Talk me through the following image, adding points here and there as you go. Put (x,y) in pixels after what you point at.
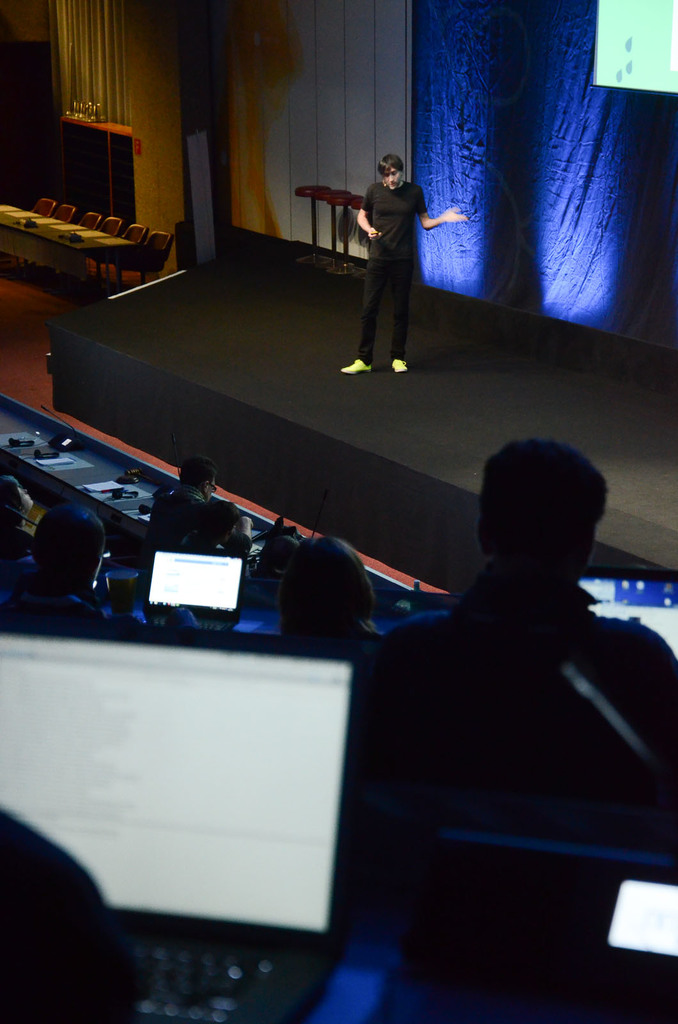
This picture describes about group of people (219,538), few people (335,574) are seated on the chairs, and a man (406,185) is standing on the stage (349,301), in this we can find laptops (228,591), curtains (577,122) and tables (56,238).
